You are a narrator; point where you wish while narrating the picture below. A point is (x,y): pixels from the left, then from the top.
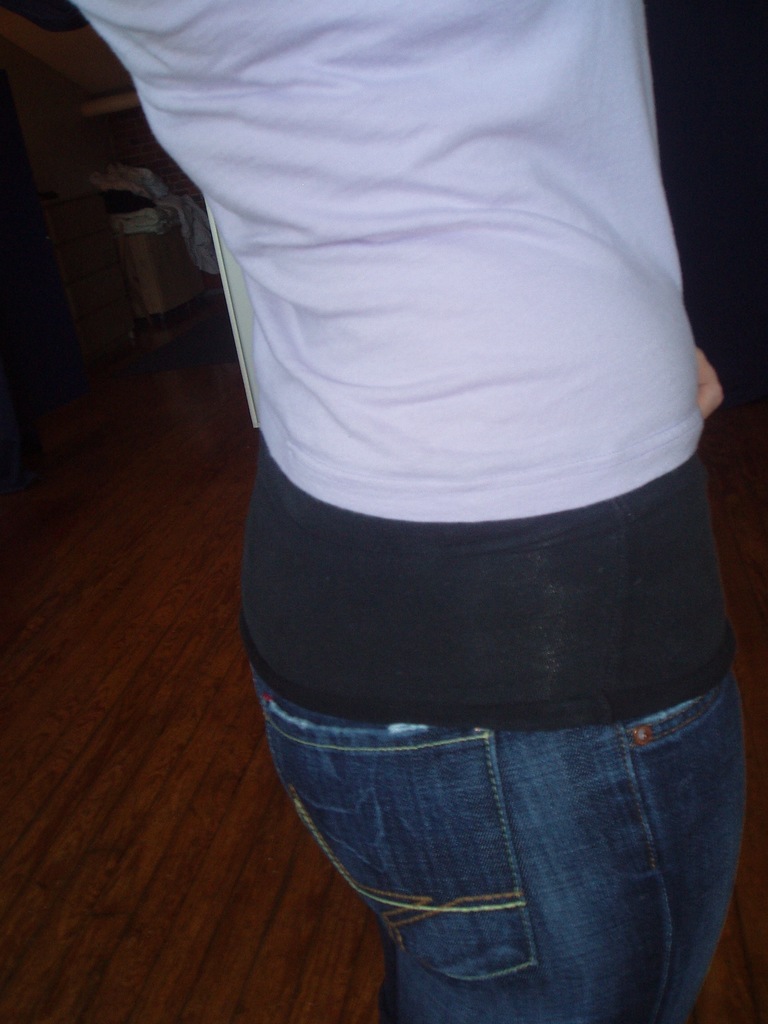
This image is taken indoors. At the bottom of the image (180,971) there is a floor (290,821). In the middle of the image (398,400) there is a person (509,881) standing on the floor (111,460). In the background (147,276) there is an object (141,244) on the floor (239,397).
